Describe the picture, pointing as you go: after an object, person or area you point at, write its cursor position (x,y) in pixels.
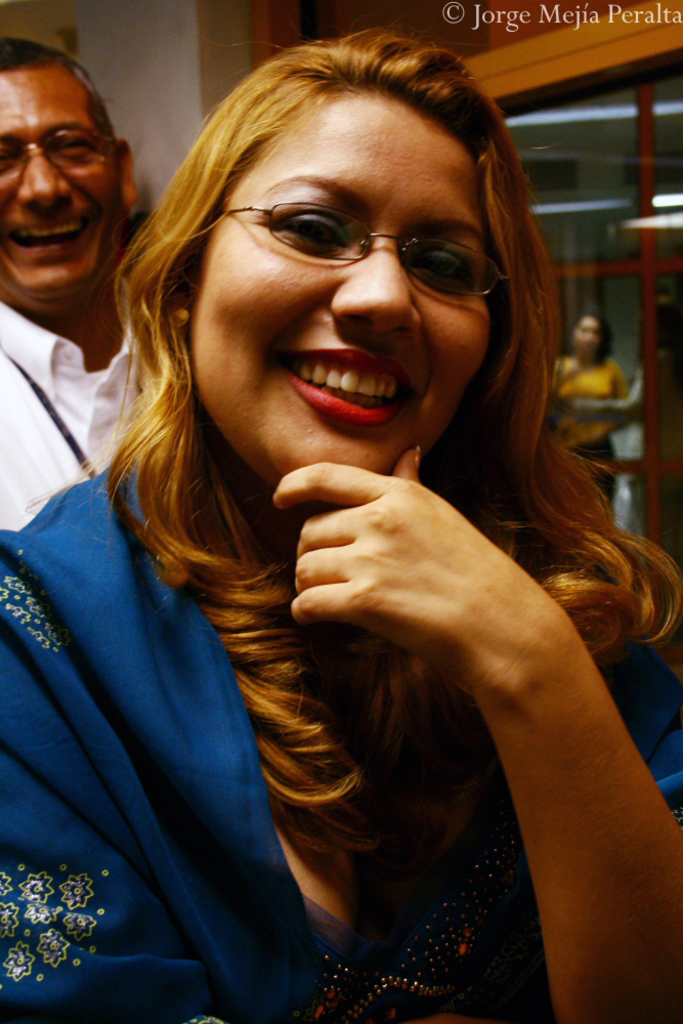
In this image we can see people (200,497) smiling. In the background (233,56) there is a wall (171,67) and a door (639,243).
